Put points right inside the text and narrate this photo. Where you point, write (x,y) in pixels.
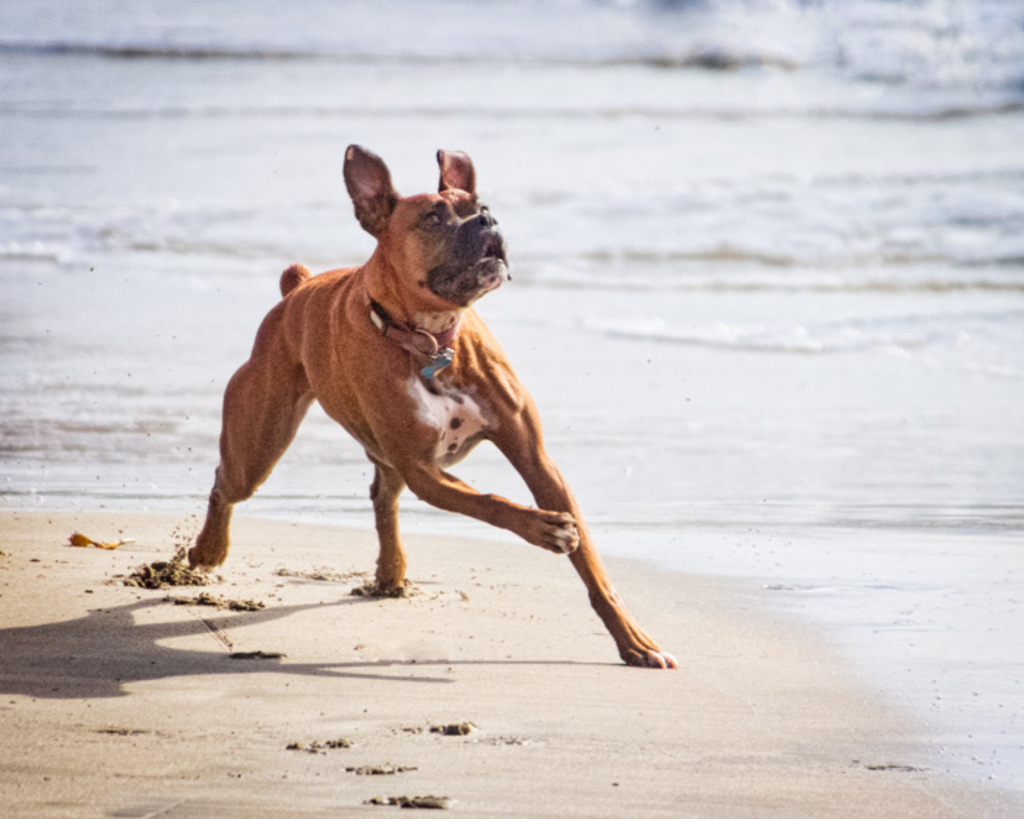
In the picture we can see a sand (243,815) near to the sea (673,453), on the sand (83,775), we can see a dog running and behind it we can see water (714,313).
